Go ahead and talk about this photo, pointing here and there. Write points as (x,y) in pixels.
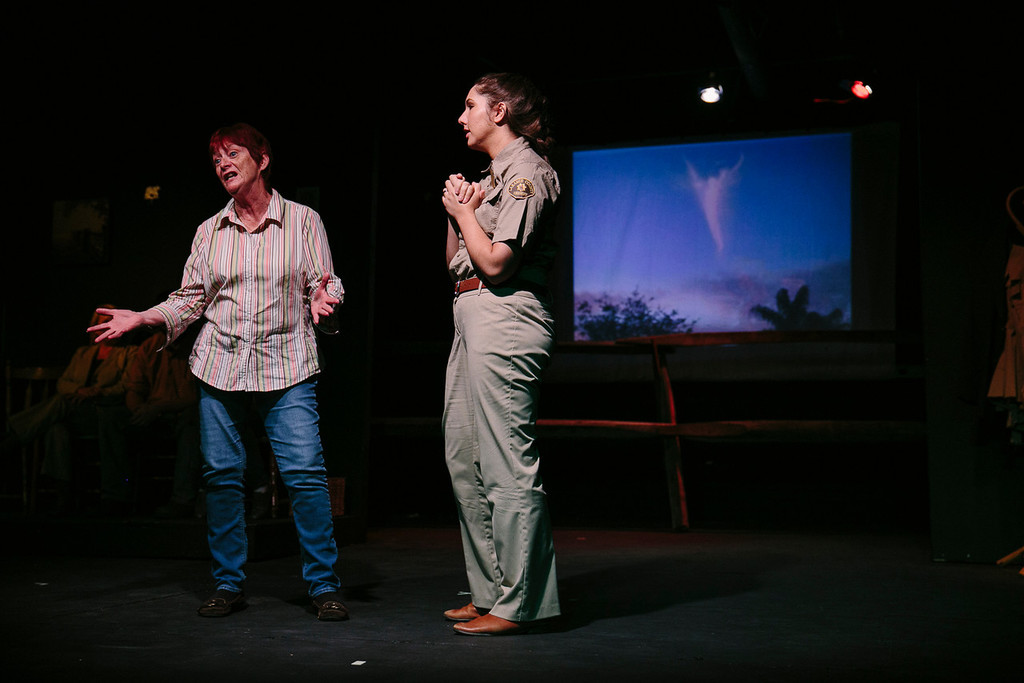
In the image we can see there are people (450,273) standing on the floor (190,631) and behind there are wooden poles (640,425). There is a projector screen (729,215) on the wall (898,124) and background of the image (73,125) is dark.
